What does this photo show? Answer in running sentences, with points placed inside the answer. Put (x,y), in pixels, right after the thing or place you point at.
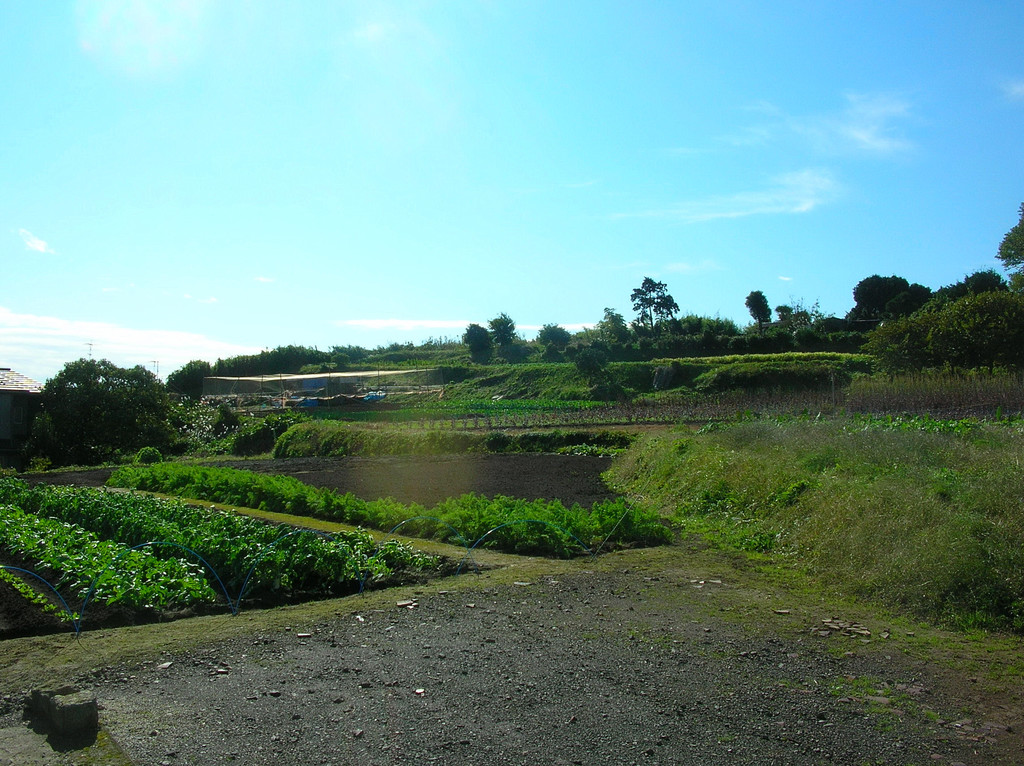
In the picture I can see the farm fields (7,517). I can see the blue hoops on the side of the farm (344,580). In the background (427,387), I can see the agriculture net house (425,381) and trees (382,358). There are clouds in the sky (587,166).
